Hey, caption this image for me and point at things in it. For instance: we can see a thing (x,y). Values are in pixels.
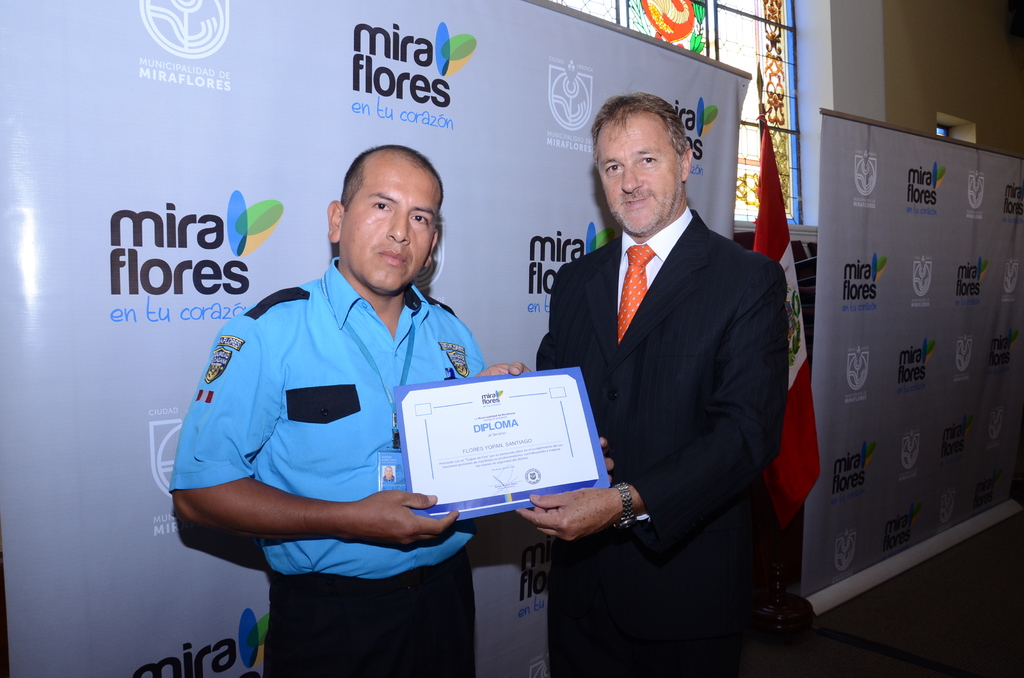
In this image we can see the two people (244,502) and holding an object (590,455), some written text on the board (840,206), beside there is a flag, we can see the window (724,16) with an antique painting (755,185).
